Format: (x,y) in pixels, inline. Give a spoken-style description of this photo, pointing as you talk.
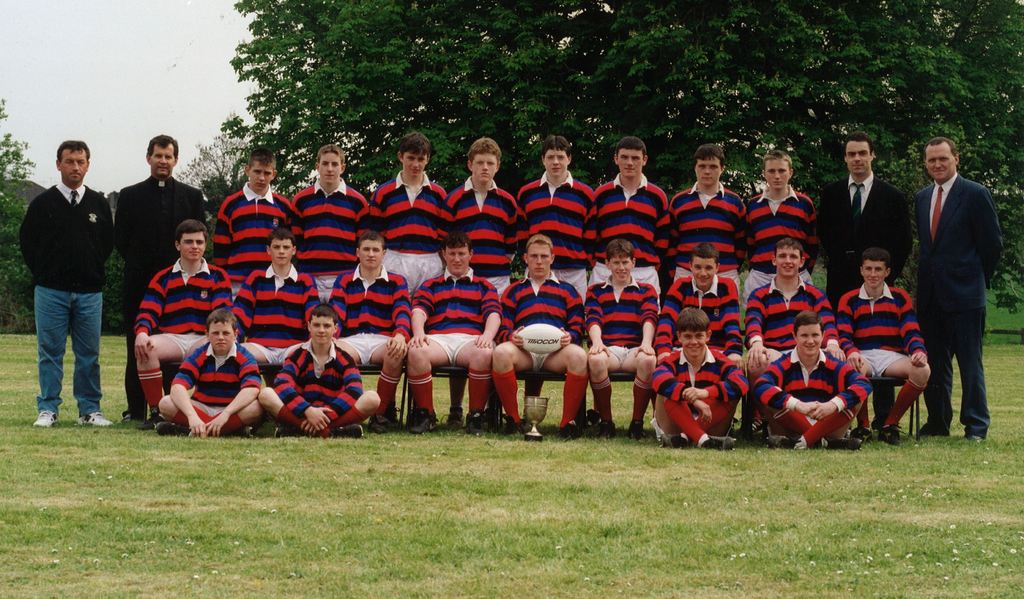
In the image there are group of players (463,358) posing for the photo along with four other people (129,254), four players (344,406) were sitting on the ground (466,442) and the middle person (499,363) is holding the ball (551,335), behind them there are few trees (628,54).
